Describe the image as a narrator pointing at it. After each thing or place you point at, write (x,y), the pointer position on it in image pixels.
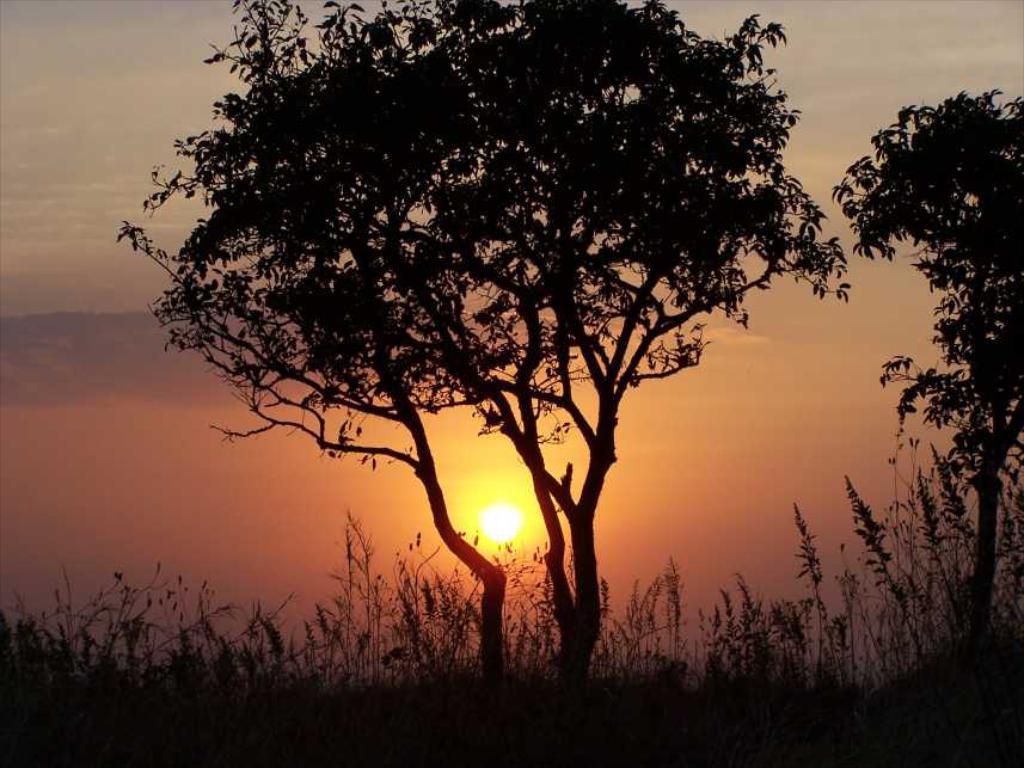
In the center of the image (526,393) we can see the sun (512,512) and trees (327,150). At the bottom of the image (643,643) we can see the plants (355,531). At the top of the image (907,5) we can see the sky (68,238).
